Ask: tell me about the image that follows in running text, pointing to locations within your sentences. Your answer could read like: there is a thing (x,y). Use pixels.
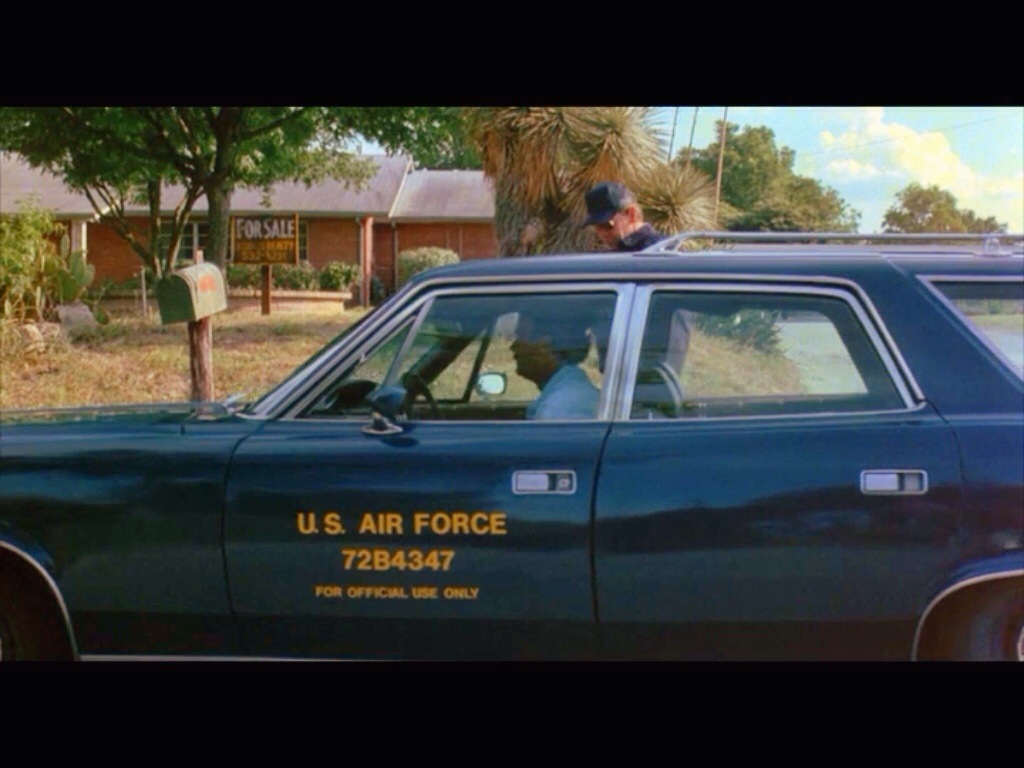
In this picture I can see there is a person (585,410) driving a car (585,442) and in the backdrop (169,341), I can see there is some grass (245,361), trees (185,175) and there is a building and the sky (848,185) is partly cloudy.
